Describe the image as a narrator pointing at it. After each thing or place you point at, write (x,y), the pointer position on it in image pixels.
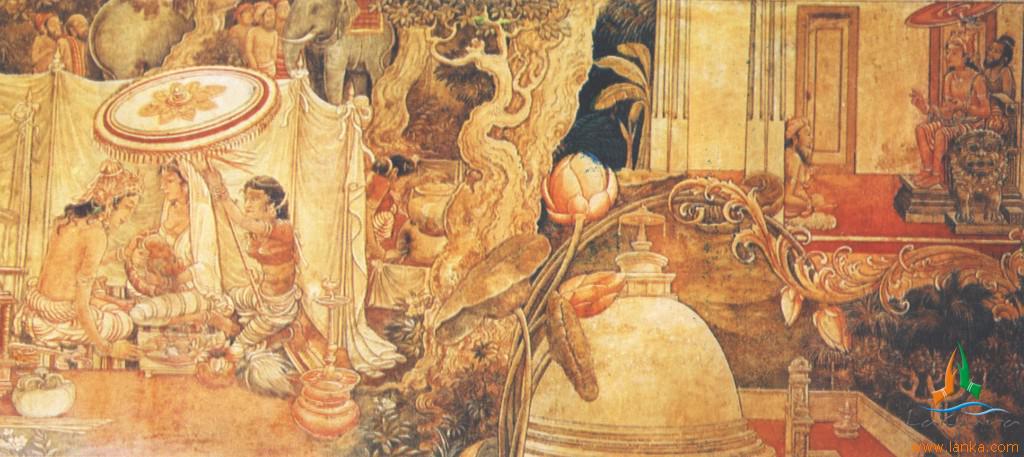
In this picture I can see the art (416,288). I can see a few people (255,301) sitting. I can see a few people (266,51) standing. I can see animals art (337,51). I can see sitting chairs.
